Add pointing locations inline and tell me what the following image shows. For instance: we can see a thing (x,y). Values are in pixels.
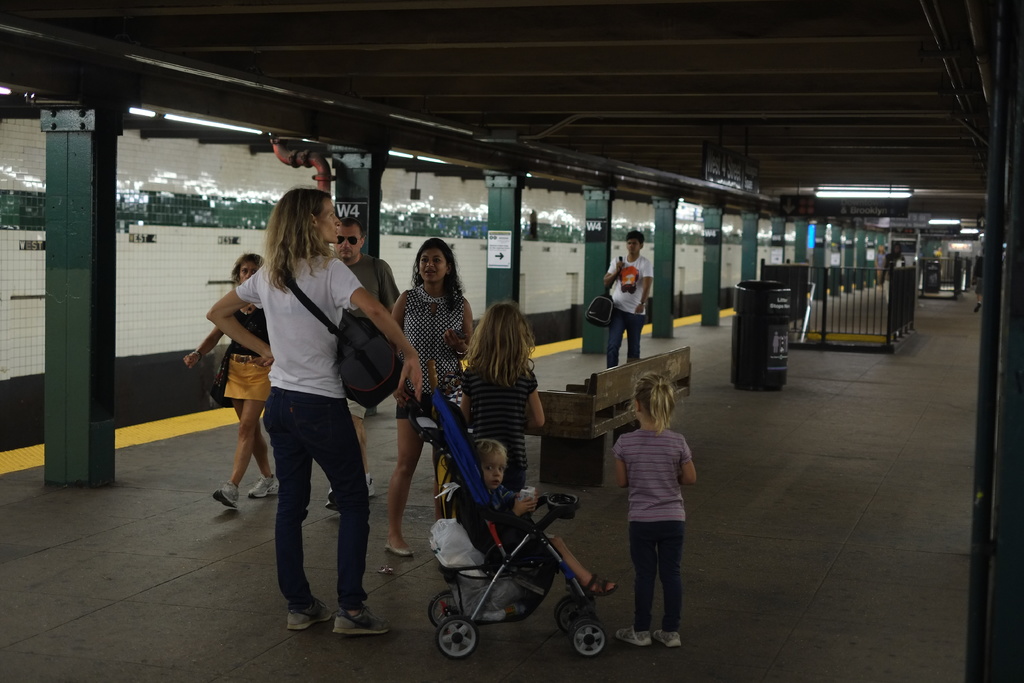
In this picture I can see group of people (499,351) standing, there is a kid (582,571) in a stroller (456,427), there are boards (703,159), lights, dustbins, iron grilles (803,270), bench (587,387) and there are pillars (1020,317).
